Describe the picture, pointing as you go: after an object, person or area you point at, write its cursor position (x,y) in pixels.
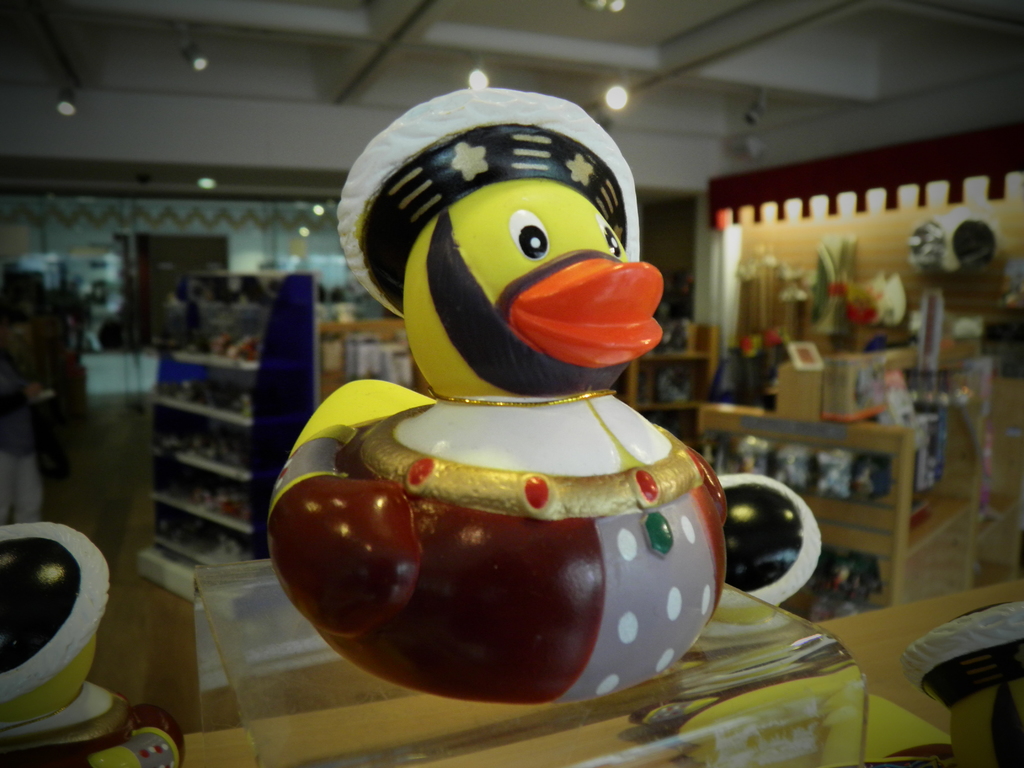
In this image there is a shop (193,247) with decorative items (825,273). There is a colorful decorative item (543,340) which is placed on glass (720,704). And there are a cupboard (860,442) and shelf (283,359) with decorative items (229,459). There is a glass (293,232) with design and at the top (217,102) there is a ceiling (621,68) with lights (621,96).
